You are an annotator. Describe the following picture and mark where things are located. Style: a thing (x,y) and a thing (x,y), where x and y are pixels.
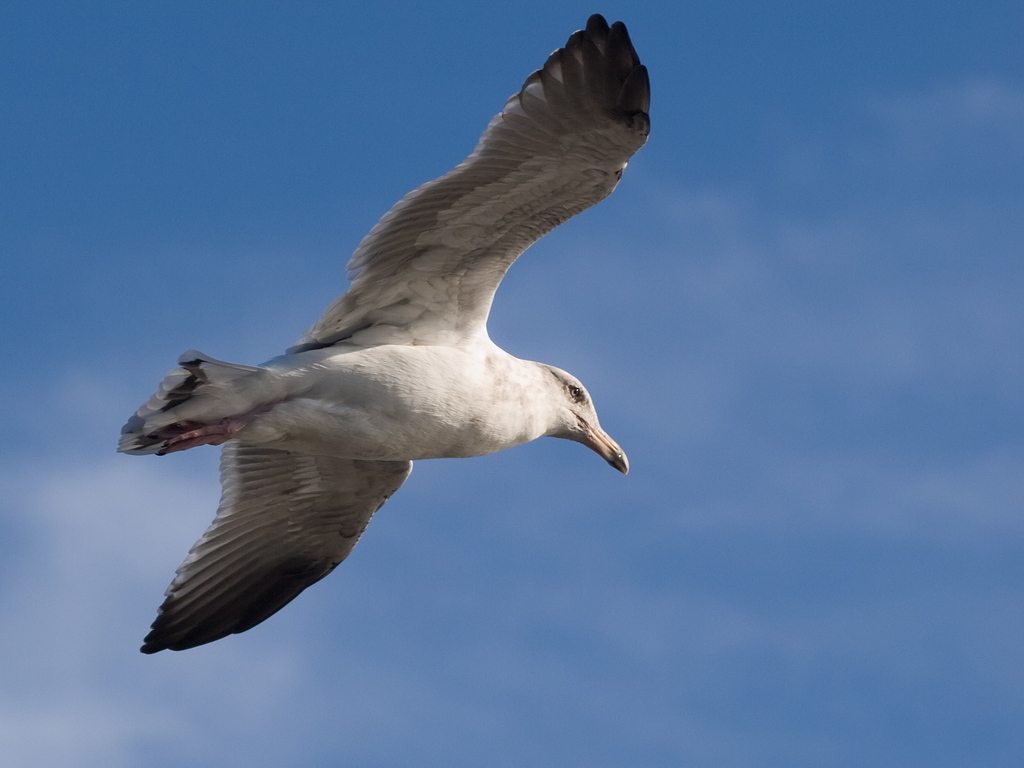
In this image we can see one bird (513,404) flying in the sky (354,128).
